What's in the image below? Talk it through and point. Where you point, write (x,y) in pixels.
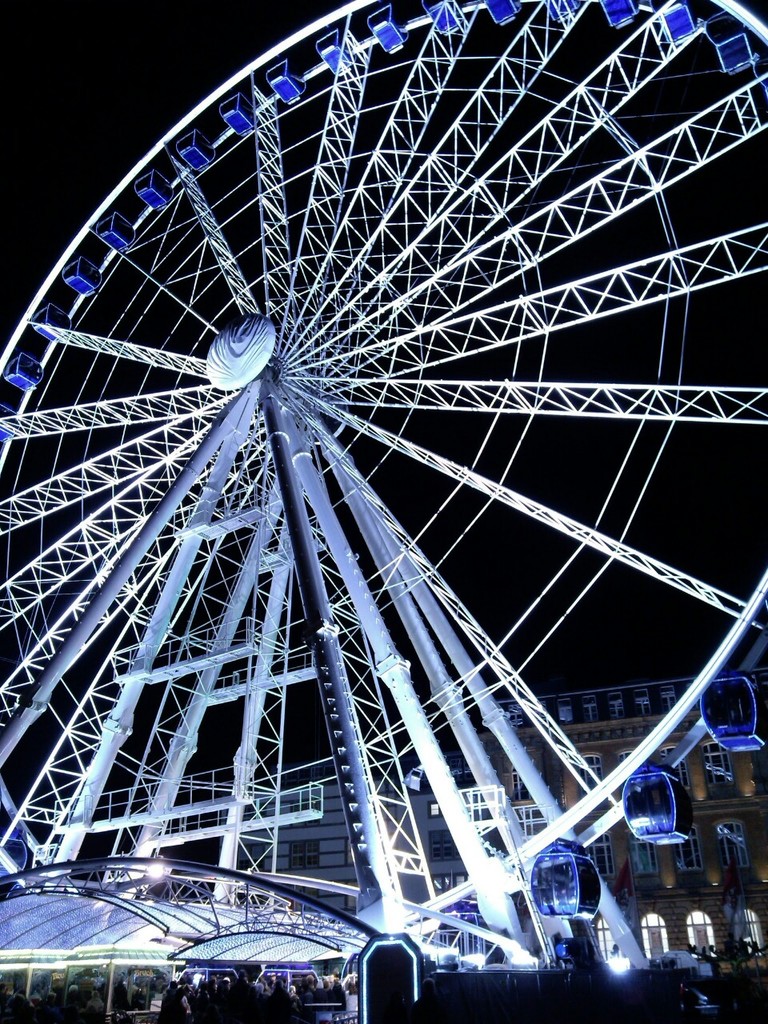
In this picture we can see a giant wheel (402,857), shelter (296,944), some people (169,1017), buildings (745,846) with windows (739,857) and some objects (407,979) and in the background (512,479) it is dark.
